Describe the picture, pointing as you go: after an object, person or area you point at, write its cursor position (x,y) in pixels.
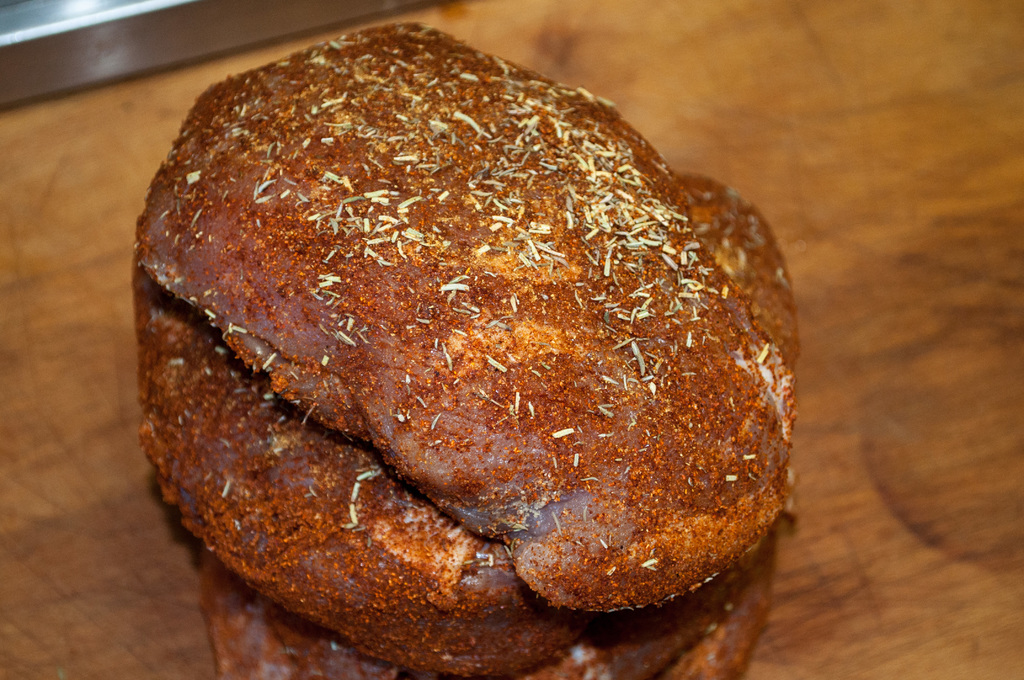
In this image, we can see meat (659,312) on the table (872,405).
